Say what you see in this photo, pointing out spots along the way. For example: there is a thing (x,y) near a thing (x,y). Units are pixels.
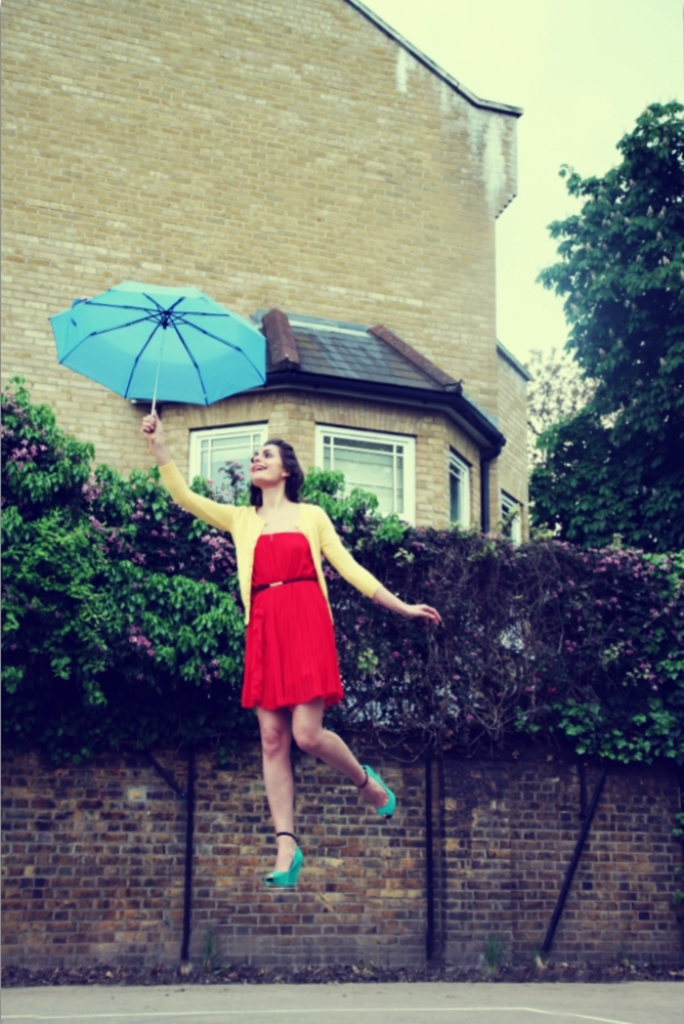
In this picture there is a girl (294,614) in the center of the image (291,507), by holding an umbrella (115,333) in her hand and there are trees (373,541) and a house (394,282) in the background area of the image (417,556).
